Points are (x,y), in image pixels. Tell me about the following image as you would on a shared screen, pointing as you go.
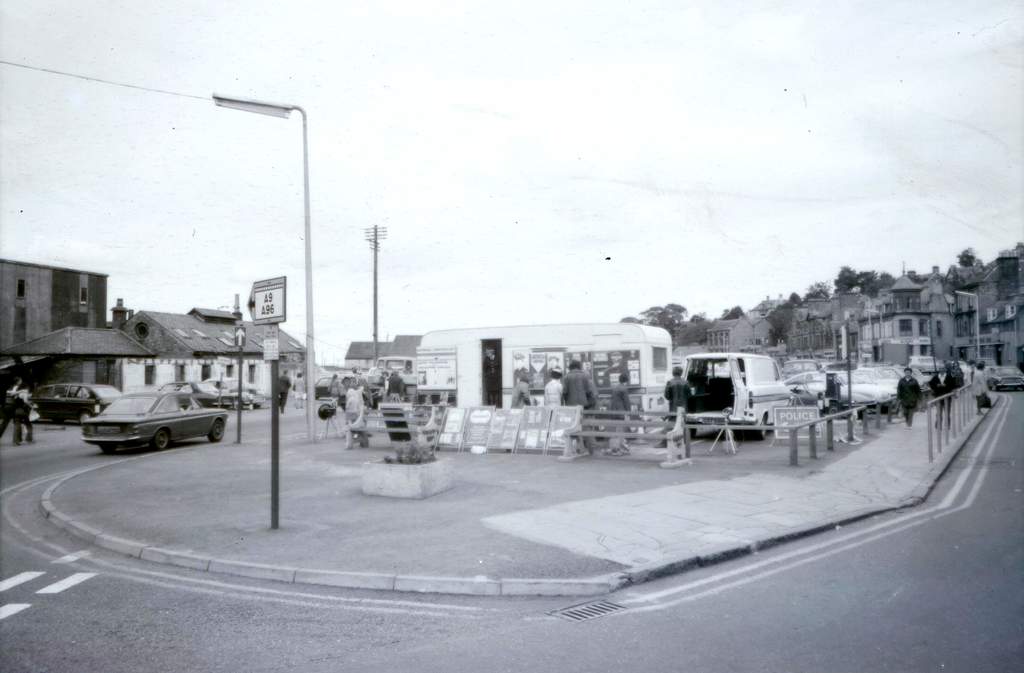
It is a black and white picture. In the center of the image (632,397) we can see the sky (762,104), buildings (919,290), trees (888,289), vehicles (1018,369), poles (276,446), sign boards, few people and a few other objects (527,379).
